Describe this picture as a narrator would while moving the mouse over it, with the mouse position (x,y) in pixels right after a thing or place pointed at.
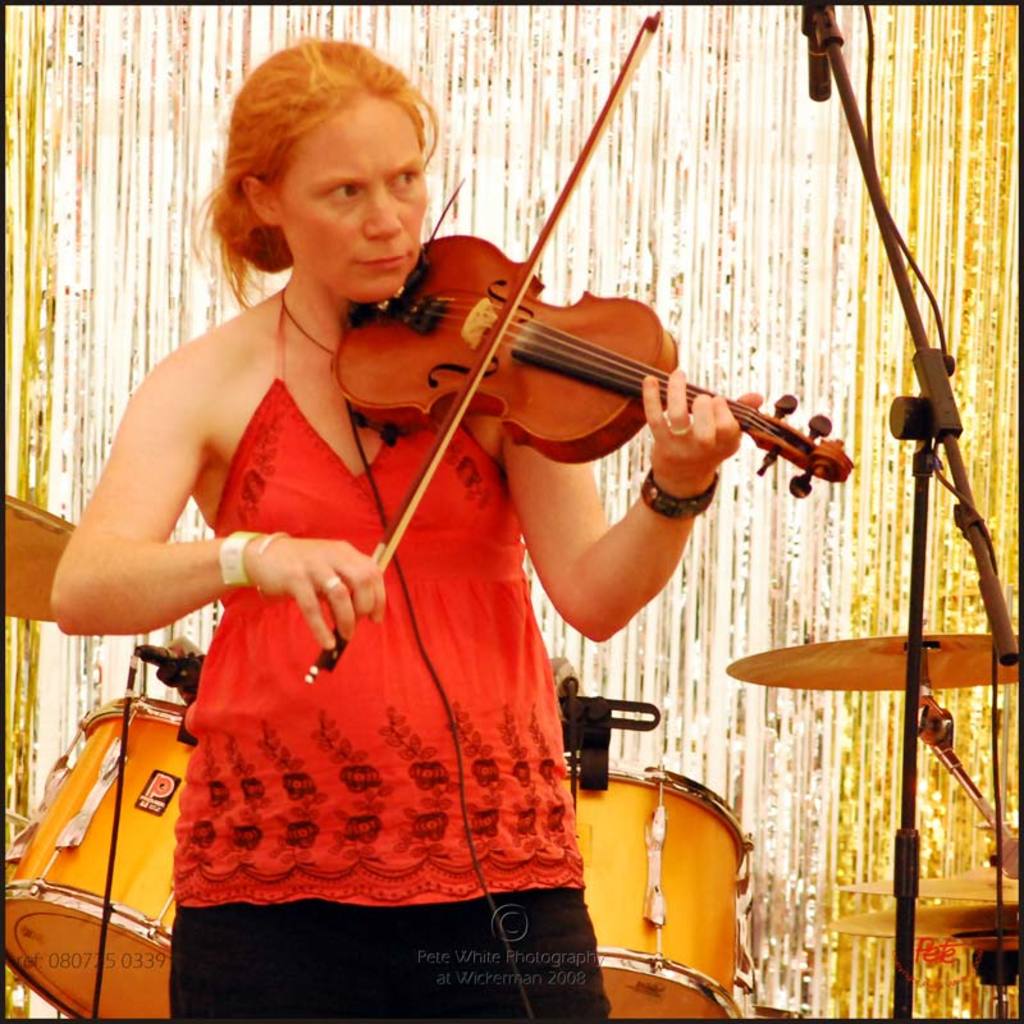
In the center of the image (348,659) there is lady (348,698) standing and playing a violin (606,372). There is a stand (926,354) before her. In the background (817,681) there is a band (652,806).
